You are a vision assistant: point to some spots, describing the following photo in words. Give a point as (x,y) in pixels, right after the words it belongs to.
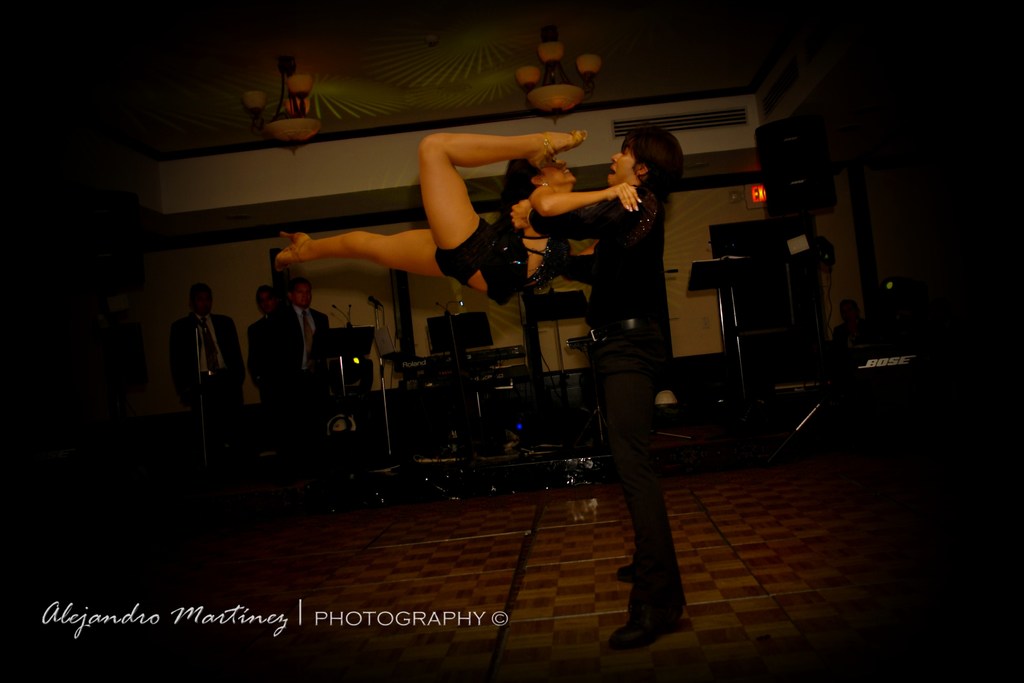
In the image there is a man (574,232) lifting a woman (447,230) and behind them there are few people (278,333) and music instruments (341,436), there is some text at the bottom of the image (494,618).
